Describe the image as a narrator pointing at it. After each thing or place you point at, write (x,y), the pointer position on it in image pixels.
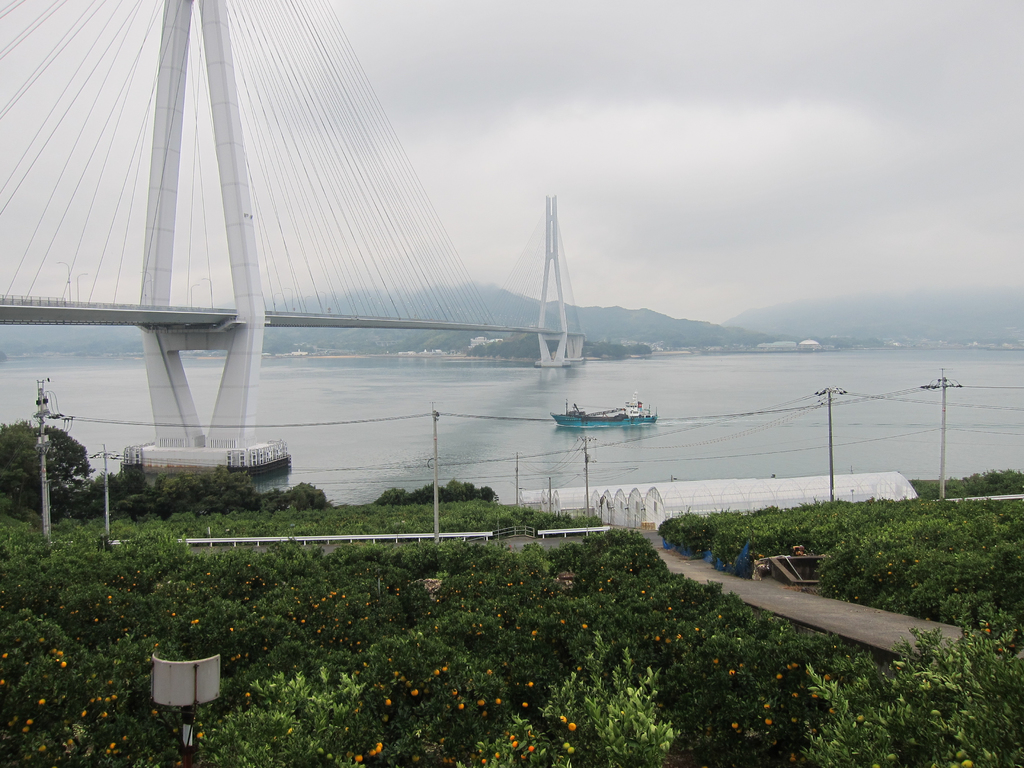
In this picture we can see few plants (313,547), fence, shelters (729,501) and poles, in the background (509,491) we can see a boat (643,420) on the water (680,430), and also we can see a bridge (239,226) and few buildings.
